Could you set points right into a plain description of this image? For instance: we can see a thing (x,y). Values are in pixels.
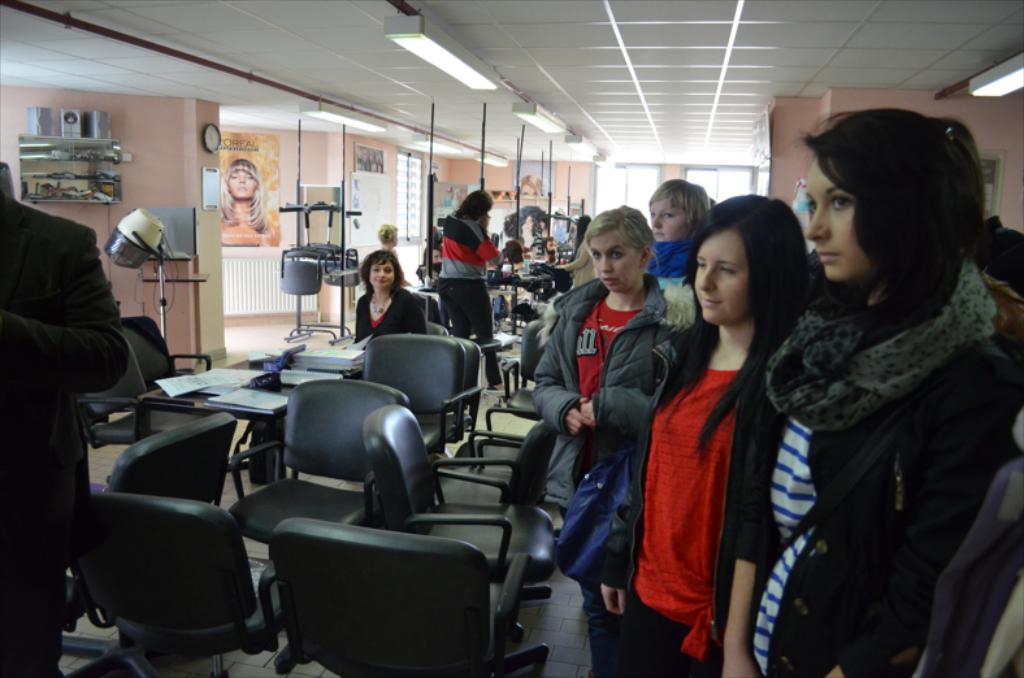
in this image i can many people (679,376). the people (624,360) at the right (800,464) are standing. at the left (277,539) there are many chairs (371,495). the woman (390,328) at the back (380,300) is sitting in the chair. at the left (266,186) there is a poster (230,185) and a woman (246,234) on it.
